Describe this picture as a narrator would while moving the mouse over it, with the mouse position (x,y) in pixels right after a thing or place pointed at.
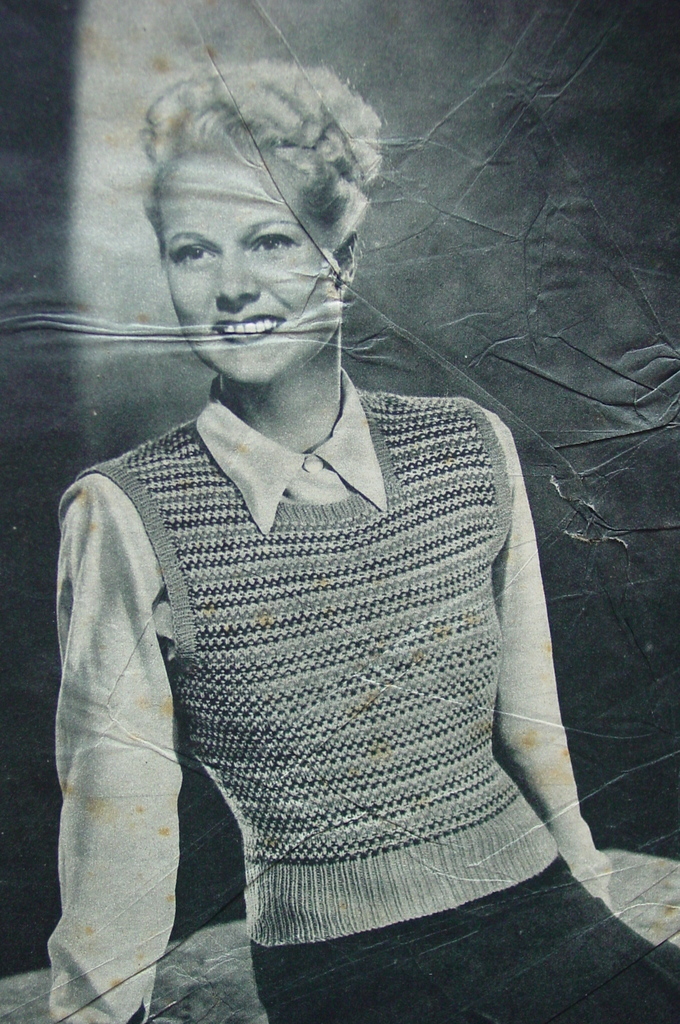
In this picture I can see a poster (275,703), on which there is a woman (296,641) sitting.
